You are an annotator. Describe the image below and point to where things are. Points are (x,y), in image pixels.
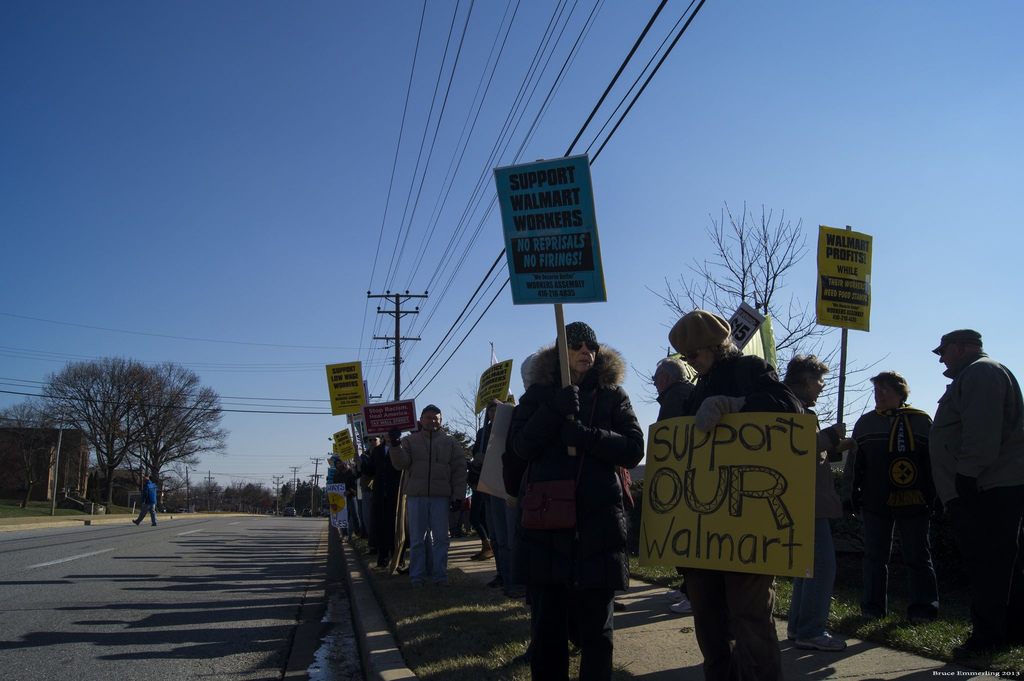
There are group of people (588,424) standing where few of them are holding some boards (766,444) which has something (548,236) written on it in the right corner (711,534) and there are trees (169,406), poles (316,464) and wires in the background (195,460).
